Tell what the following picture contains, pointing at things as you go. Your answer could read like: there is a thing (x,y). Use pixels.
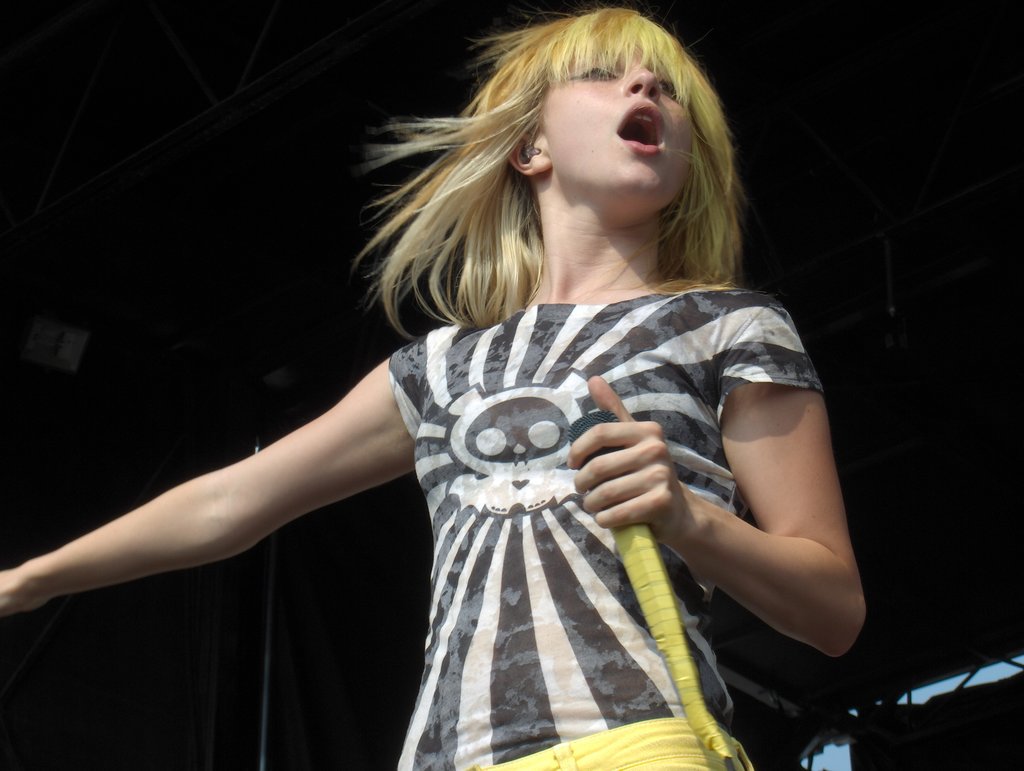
In this picture there is a girl (558,181) at the center of the image (505,416) with short hair (700,138), she is watching at the right side of the image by holding a mic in her hand (693,504) it seems to be a stage (220,442).
